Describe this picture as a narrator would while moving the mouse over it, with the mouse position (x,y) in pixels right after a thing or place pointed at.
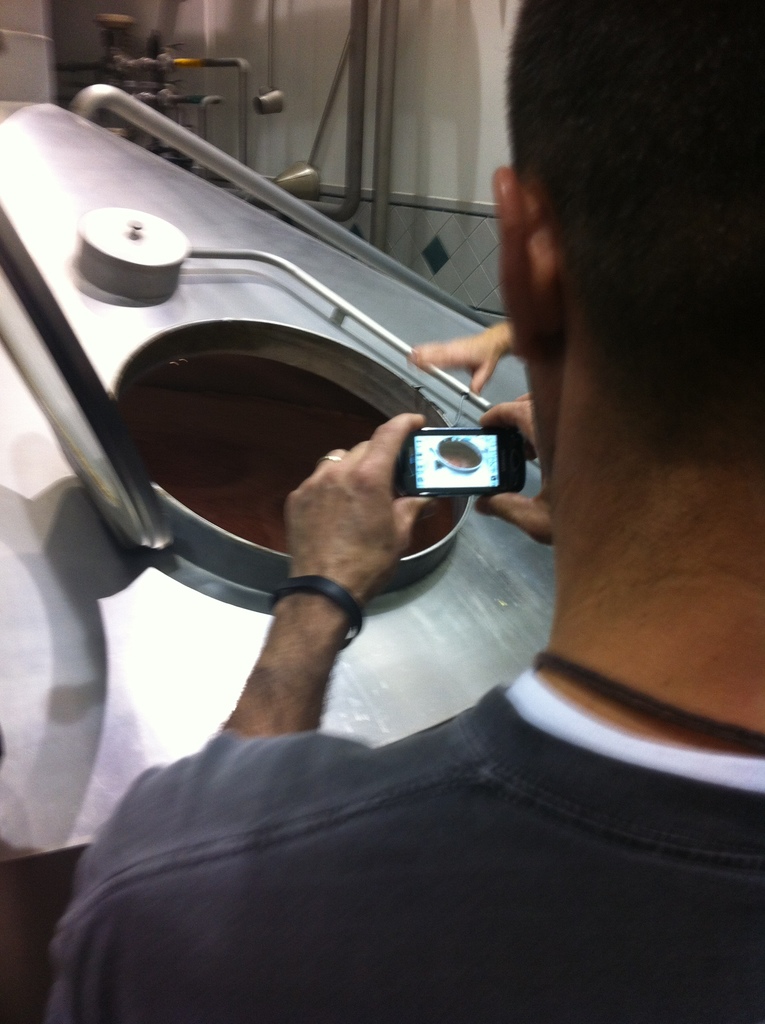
There is a man (638,740) holding mobile phone (413,473) in front of dome (482,565).
